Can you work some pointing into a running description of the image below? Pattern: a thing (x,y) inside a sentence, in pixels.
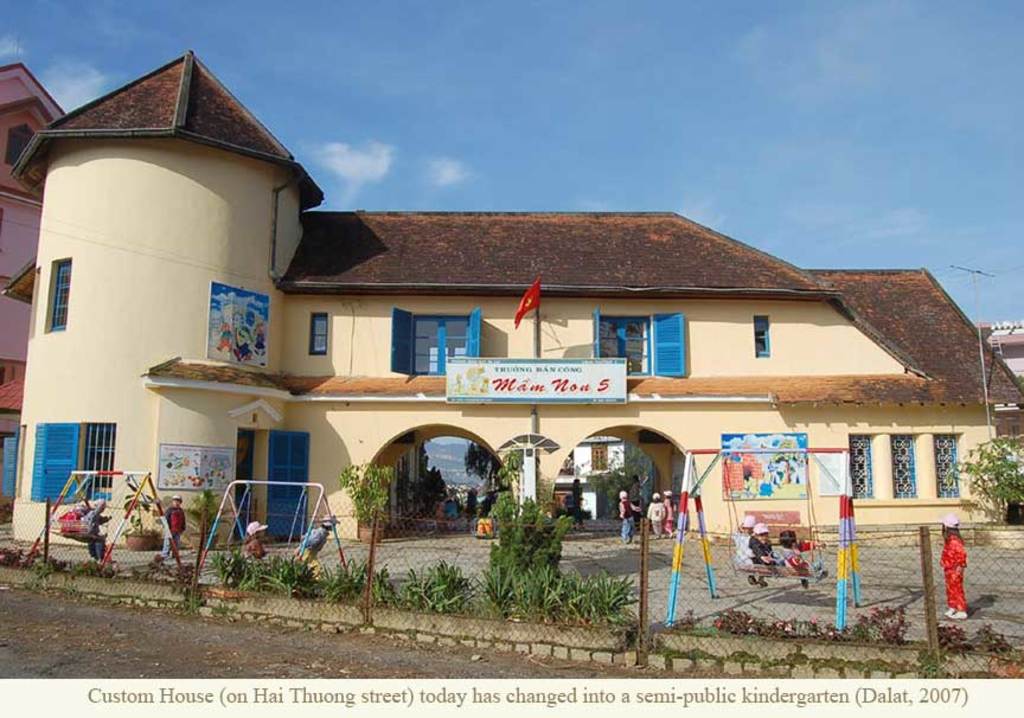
In this picture we can see the road (249,648), plants (302,589), fence (930,570), some people (760,560) on swings (770,569) and some people (100,557) on the ground (359,548), arch (462,469), buildings (56,231), posters (218,299), flag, trees (484,471), name board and some objects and in the background (446,97) we can see the sky (531,85).
